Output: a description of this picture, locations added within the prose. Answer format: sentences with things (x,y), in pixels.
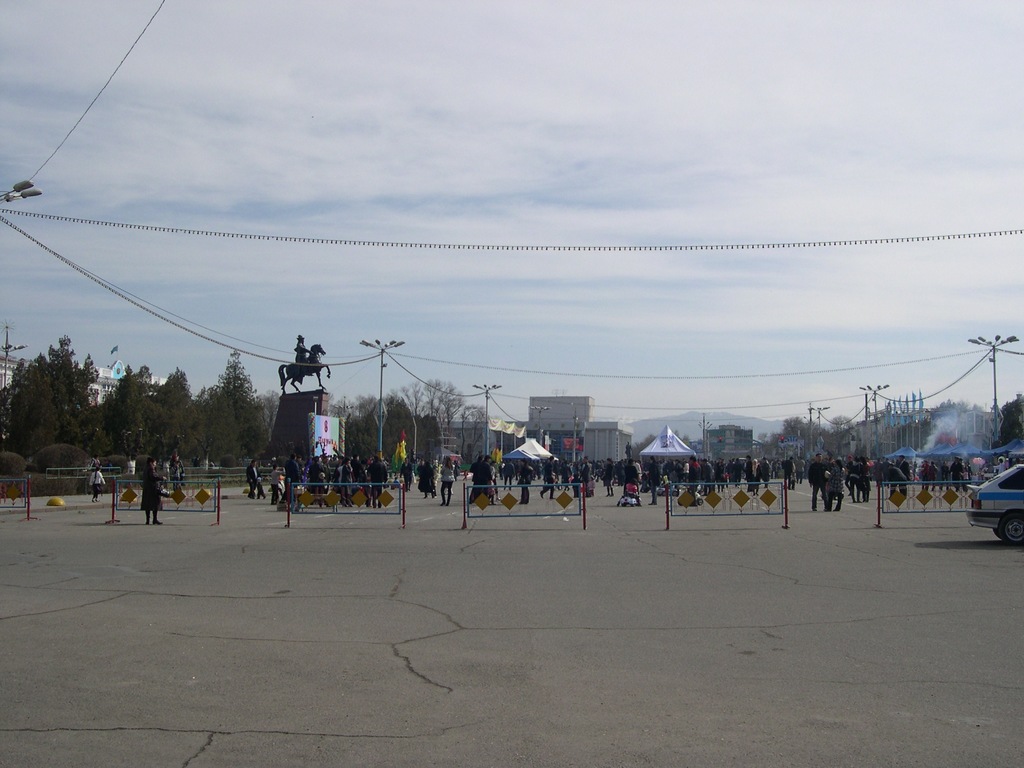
In this image, we can see the barricades (345,509), people (630,472) and vehicle (992,514) on the path (473,629). In the background (334,421), there are stalls (940,459), statue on the pillars (307,424), light poles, trees (109,435), buildings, few objects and the sky (548,343).
